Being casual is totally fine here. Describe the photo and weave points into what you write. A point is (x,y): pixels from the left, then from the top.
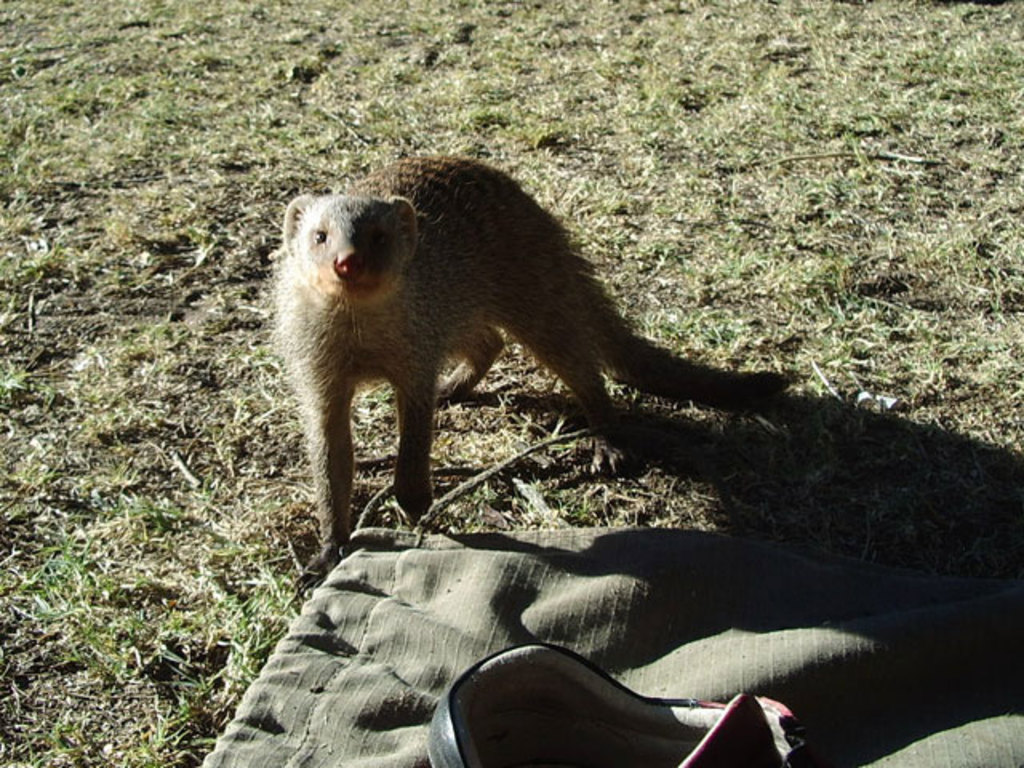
In this picture there is a mongoose animal (458,265) who is standing on the ground (574,427). At the bottom (560,565) I can see the cloth (542,578) and an object (554,761).
